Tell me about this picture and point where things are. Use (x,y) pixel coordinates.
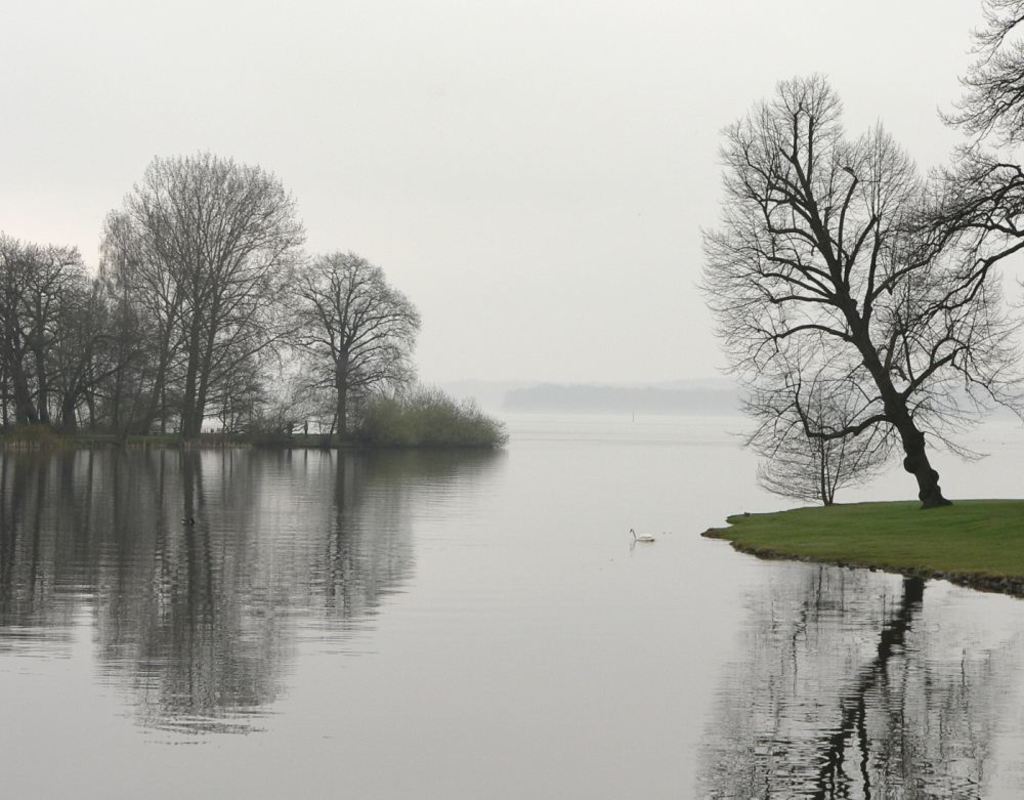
In this picture we can see bird (642,537), grass (957,551), water (386,638) and trees (113,357). In the background of the image (598,306) we can see the sky (610,309).
